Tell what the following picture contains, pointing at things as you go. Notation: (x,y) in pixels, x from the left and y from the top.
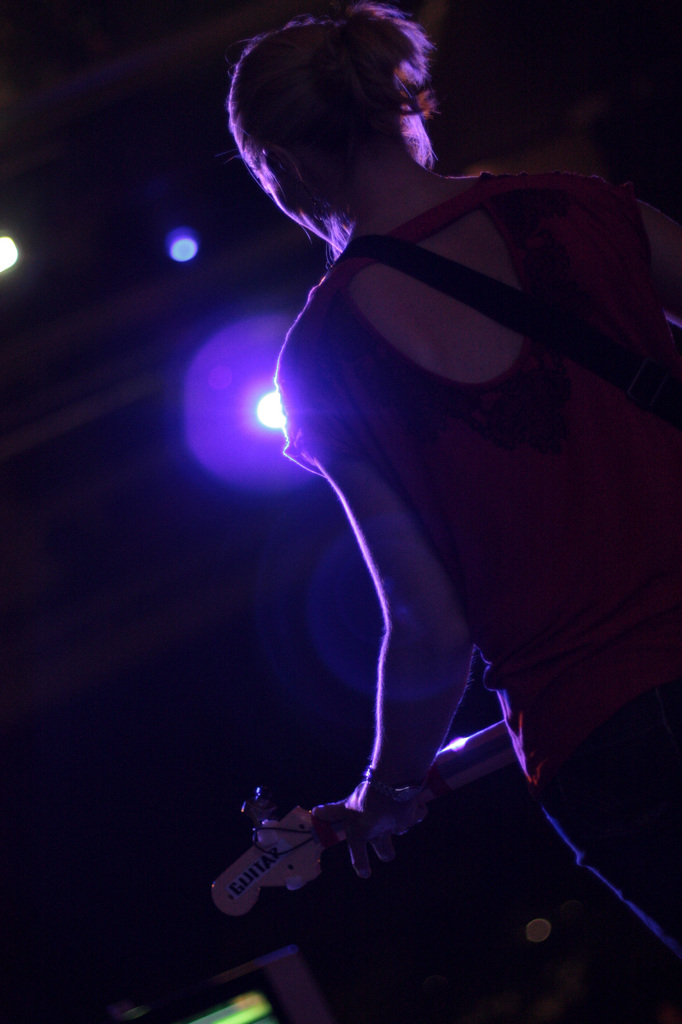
There is a person (450,520) standing and holding a guitar (352,823). In the background (333,580) we can see lights (281,452) and it is dark.
